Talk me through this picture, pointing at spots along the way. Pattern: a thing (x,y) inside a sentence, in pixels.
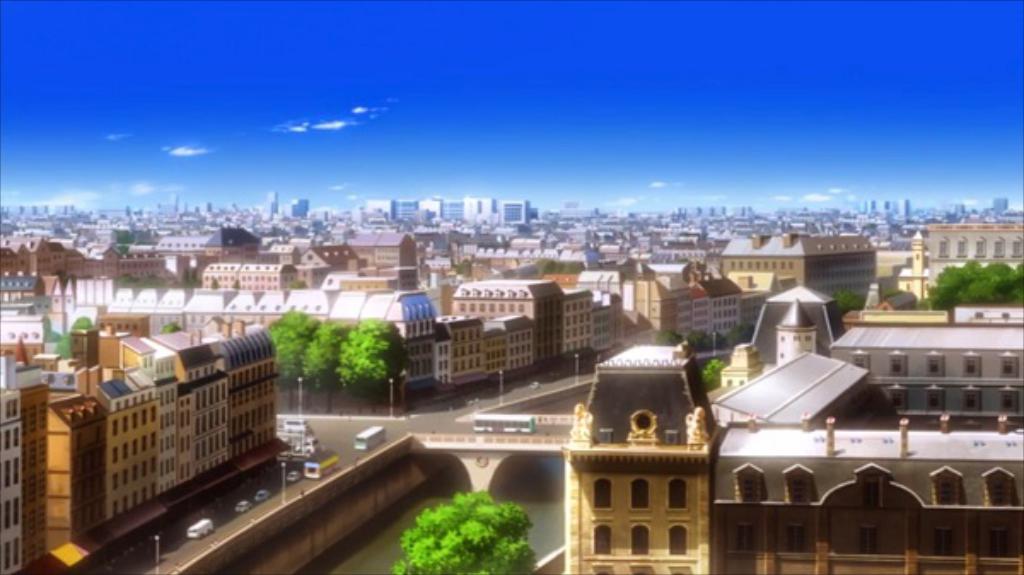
In the center of the image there is water (440,493). There are vehicles (507,427) on the bridge (455,429). In the background of the image (285,363) there are trees (318,350), buildings (30,399), street lights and sky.
